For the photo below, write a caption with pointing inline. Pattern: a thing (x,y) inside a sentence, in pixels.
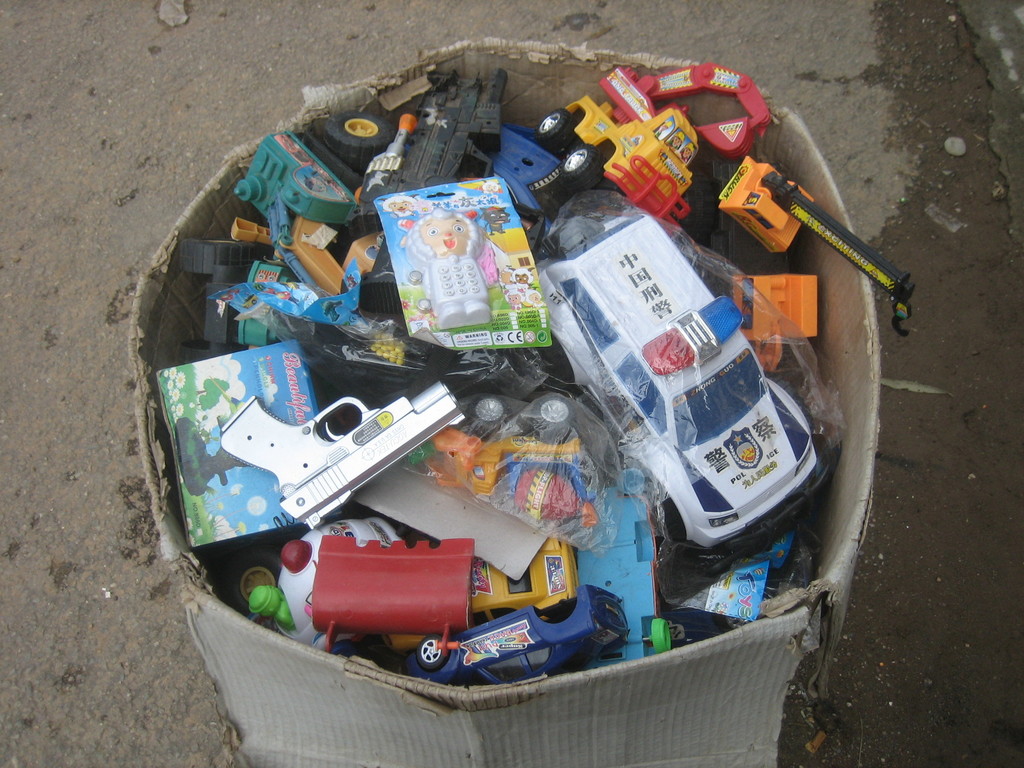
In this picture, we see a carton box (645,714) in which toy gun (299,451), dolls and toy vehicles (542,470) are placed. This carton box (756,765) is placed on the road (2,574).
